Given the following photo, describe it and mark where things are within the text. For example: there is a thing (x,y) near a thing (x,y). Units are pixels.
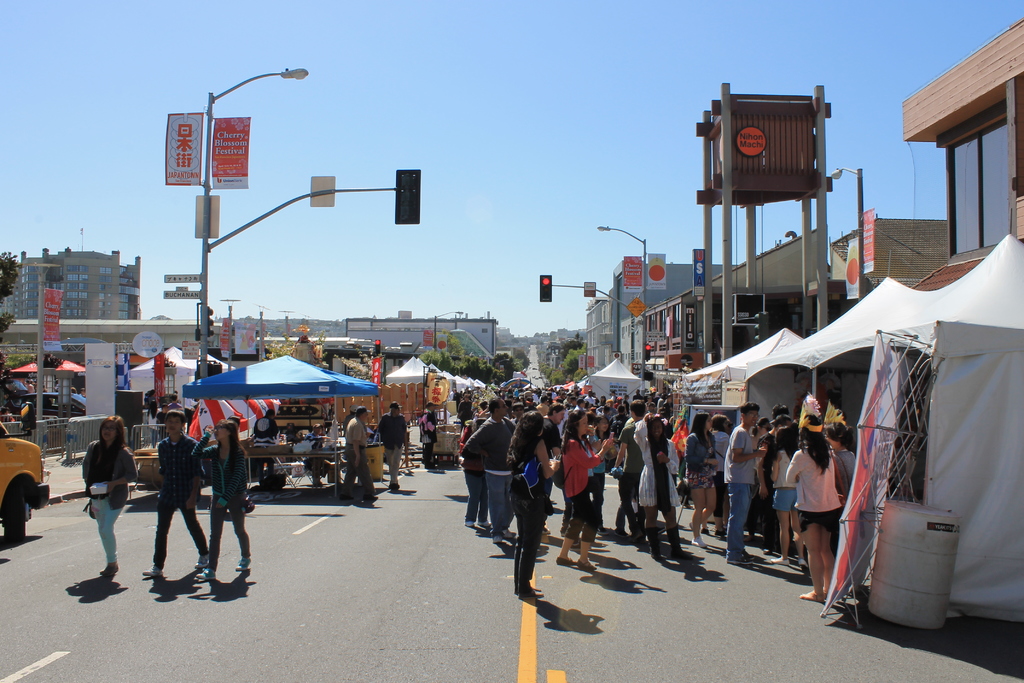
In the foreground of this image (227,515), there are persons (584,422) standing on the road (224,551) and few (218,536) are walking. In the background (230,349), there are tents (287,363), a vehicle (16,467), a drum (871,596), poles (42,278), trees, buildings (410,326), road (538,366) and the sky (510,183).
